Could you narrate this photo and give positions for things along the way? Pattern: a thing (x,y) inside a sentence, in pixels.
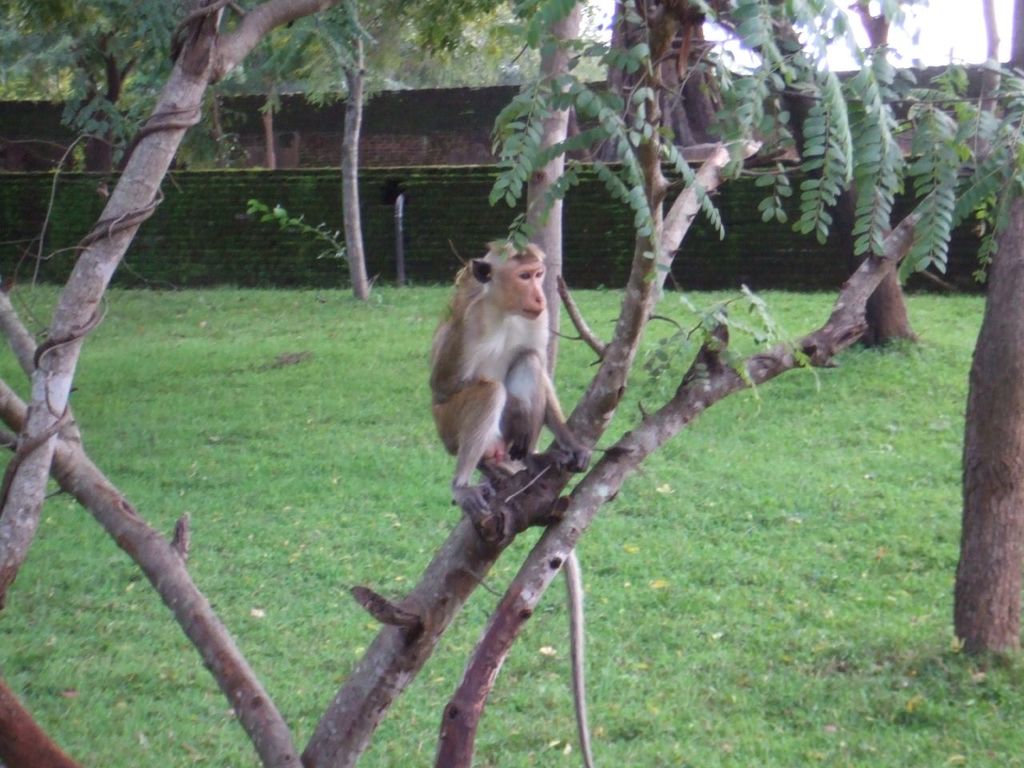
In this image in the foreground (484,389) there is one monkey (508,400) sitting on a tree (645,164), and at the bottom (720,631) there is grass (366,310). In the background (789,150) there is a wall (76,227) and fence (773,219).
